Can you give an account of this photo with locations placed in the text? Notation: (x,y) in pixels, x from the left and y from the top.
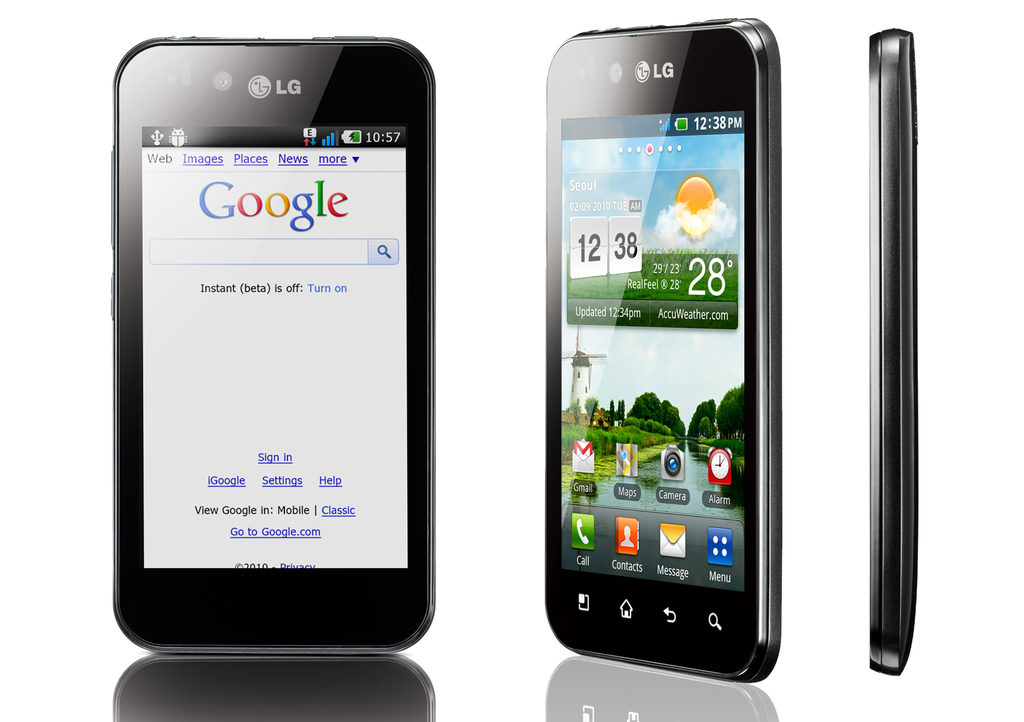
In the image there are three different angles of a single mobile phone (615,359).
